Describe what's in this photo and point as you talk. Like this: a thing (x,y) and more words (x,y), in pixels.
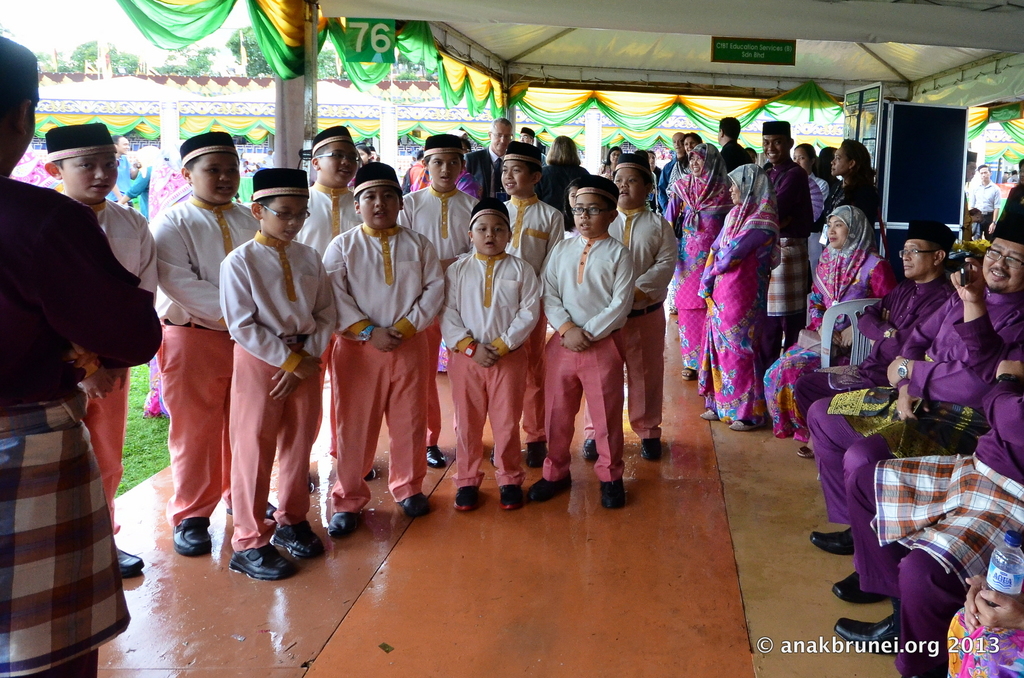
In this image there are few kids (464,379) standing on the floor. On the right side (883,369) there are few persons (863,329) who are sitting in the chairs (825,360) while the other people (718,201) are standing on the floor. At the top (365,21) there is a number board (356,32). On the right side (911,142) top there is a board (912,129). At the top (586,56) there is ceiling (601,59). In the background (690,160) there are few other people (143,160) standing on the ground (141,375). There is a cloth (167,25) which is arranged around the pillars (288,92).
